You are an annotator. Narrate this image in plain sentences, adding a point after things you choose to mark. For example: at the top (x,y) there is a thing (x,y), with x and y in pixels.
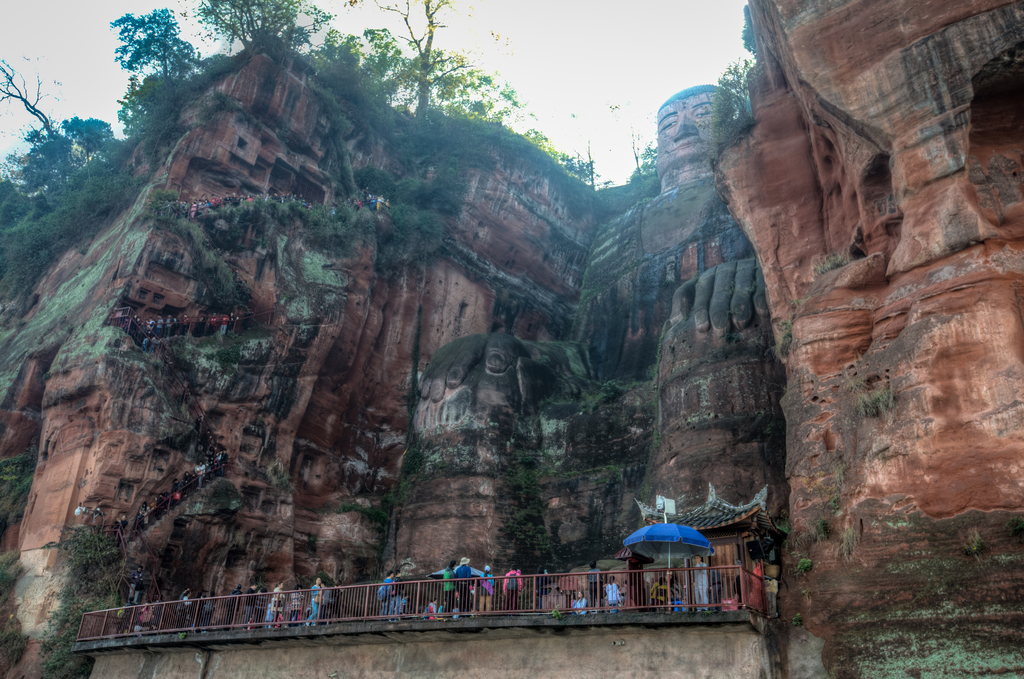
This looks like a sculpture (498,454) of a person (682,153) sitting, which is carved on a hill (646,453). I can see groups of people (238,587) standing. This looks like an umbrella (645,547). I can see the trees (57,201). This is a barricade (375,613).
